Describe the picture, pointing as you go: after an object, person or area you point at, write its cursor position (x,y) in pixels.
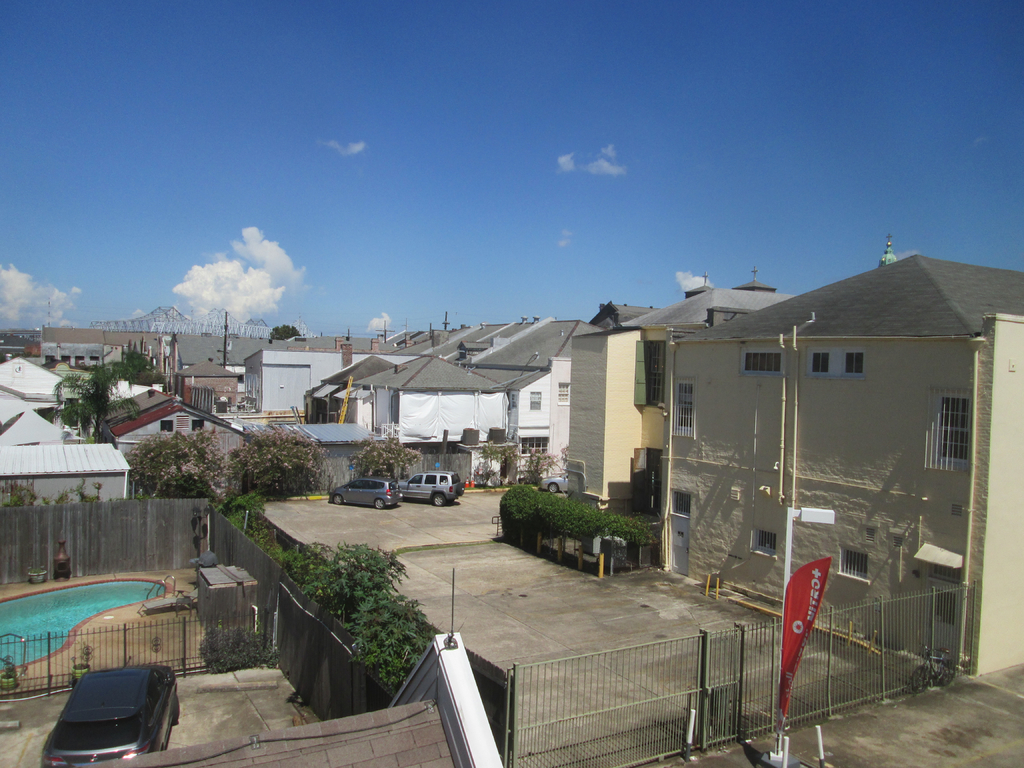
We can see fence (766,699), banner (790,584), bicycle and plants (548,472). On the left side of the image (246,754) we can see roof top (345,739), fence (63,514), car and water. We can see buildings (866,428), cars (364,479), trees (184,480) and pole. In the background (361,261) we can see sky (266,190) with clouds (277,248).
